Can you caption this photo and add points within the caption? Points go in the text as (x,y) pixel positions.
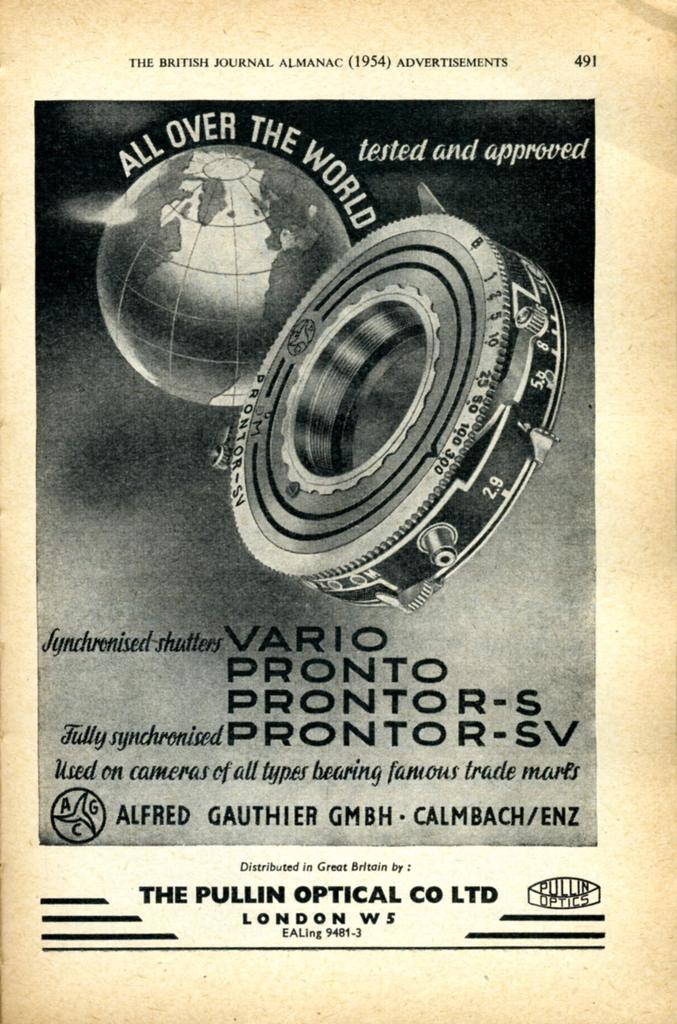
This is a black and white image. In the middle (431,529) it is a shutter (514,313) and there are few product names (332,737) on this.
